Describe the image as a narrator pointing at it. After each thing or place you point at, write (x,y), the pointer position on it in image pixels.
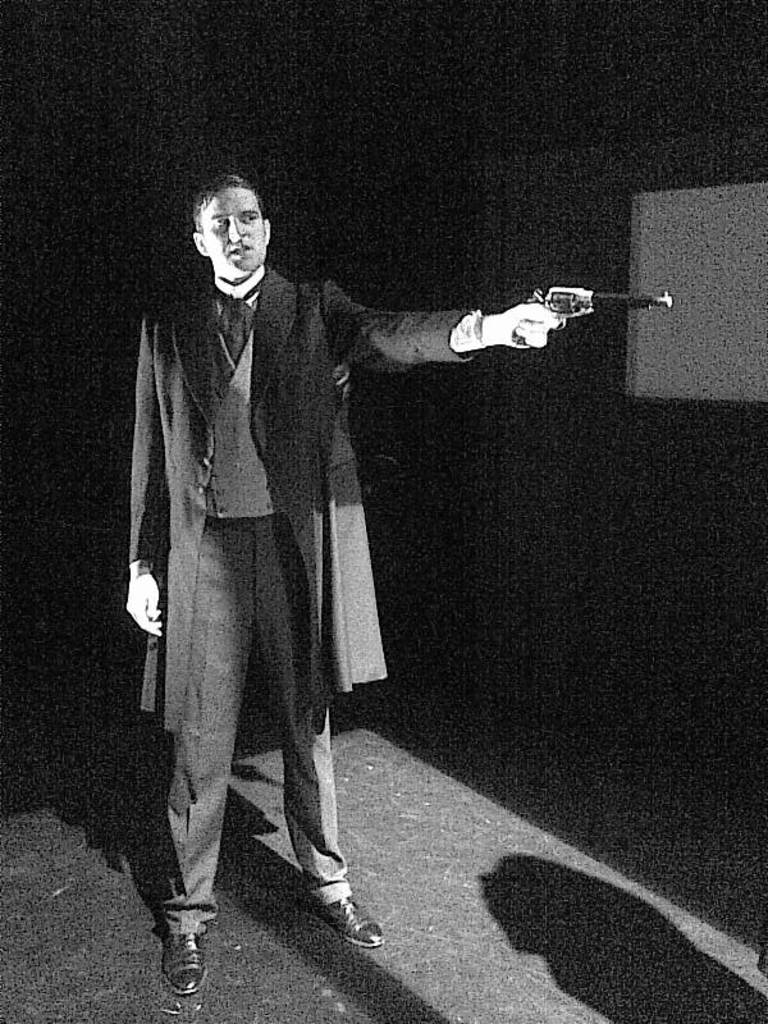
I see this is a black and white image and I see a man (252,390) over here who is holding a gun (585,302) in his hand (525,329) and I see the floor (62,1014) and I see the white color thing (704,289) over here and I see the shadow (575,881) over here and it is dark in the background (495,299).
